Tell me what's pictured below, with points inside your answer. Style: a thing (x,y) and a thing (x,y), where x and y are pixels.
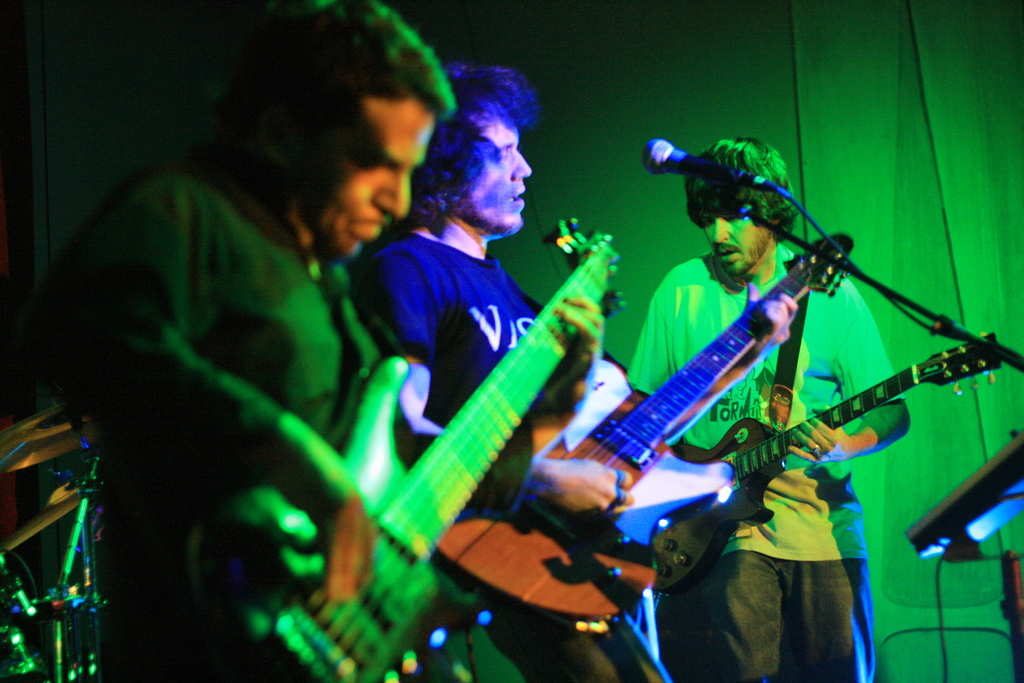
There are three persons (453,287) playing guitar (508,422) and the right person (761,391) has a mic (716,175) in front of him.
